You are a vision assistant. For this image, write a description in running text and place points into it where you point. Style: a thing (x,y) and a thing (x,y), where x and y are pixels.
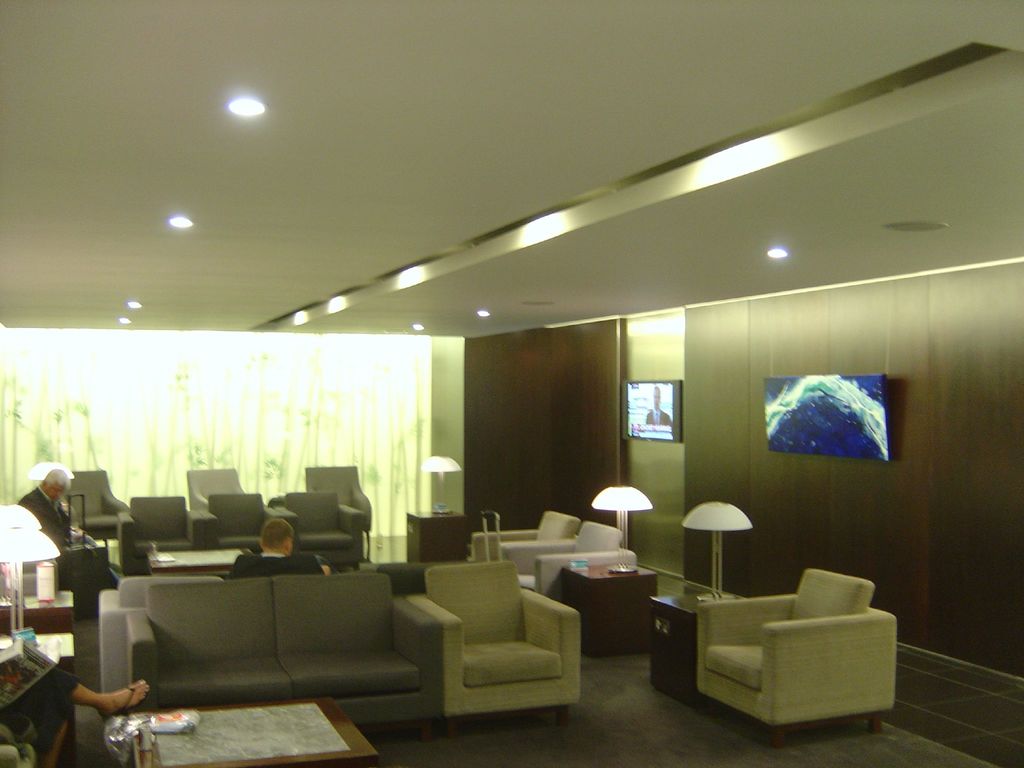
In the image we can see there is a sofa (357,656) and there are two chairs (769,635) and at the back (270,543) people (47,514) are sitting and there is a luggage bag (89,568) in the man's hand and on the wall (647,448) there is a tv (666,419).
